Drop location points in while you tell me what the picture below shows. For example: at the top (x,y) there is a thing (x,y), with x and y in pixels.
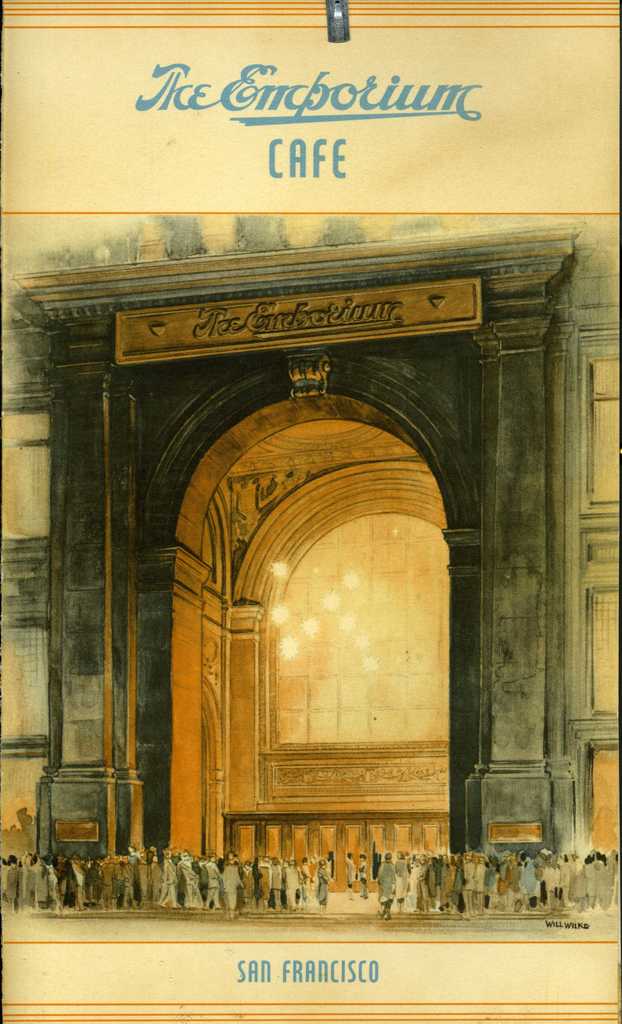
In this image we can see the picture of a building (346,793) with an arch (185,652), a signboard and some people (484,858) standing on the surface (373,910). We can also see some text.
